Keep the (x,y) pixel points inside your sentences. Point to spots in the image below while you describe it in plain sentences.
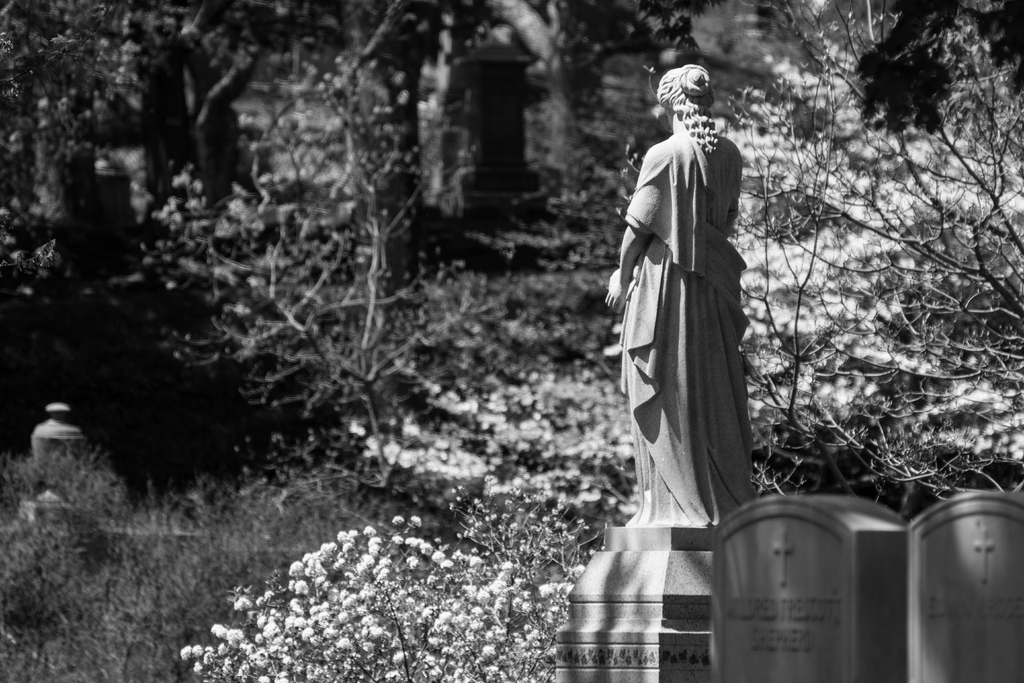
This picture shows a statue (633,337) and we see trees (474,419) and couple of gravestones (826,571).
